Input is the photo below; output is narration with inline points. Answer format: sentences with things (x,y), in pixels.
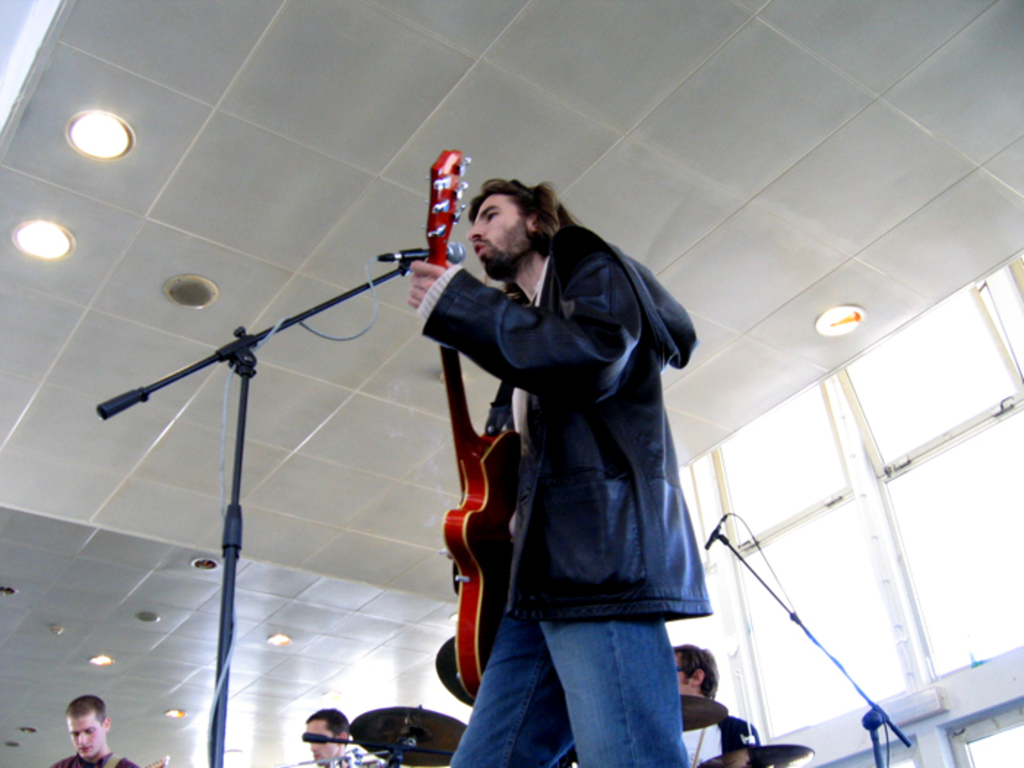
In this picture there is a man (531,401) playing a guitar (499,500) and singing. There is a mic (418,253). There are three persons (334,730) at the background (733,721). There is a light (116,149).
